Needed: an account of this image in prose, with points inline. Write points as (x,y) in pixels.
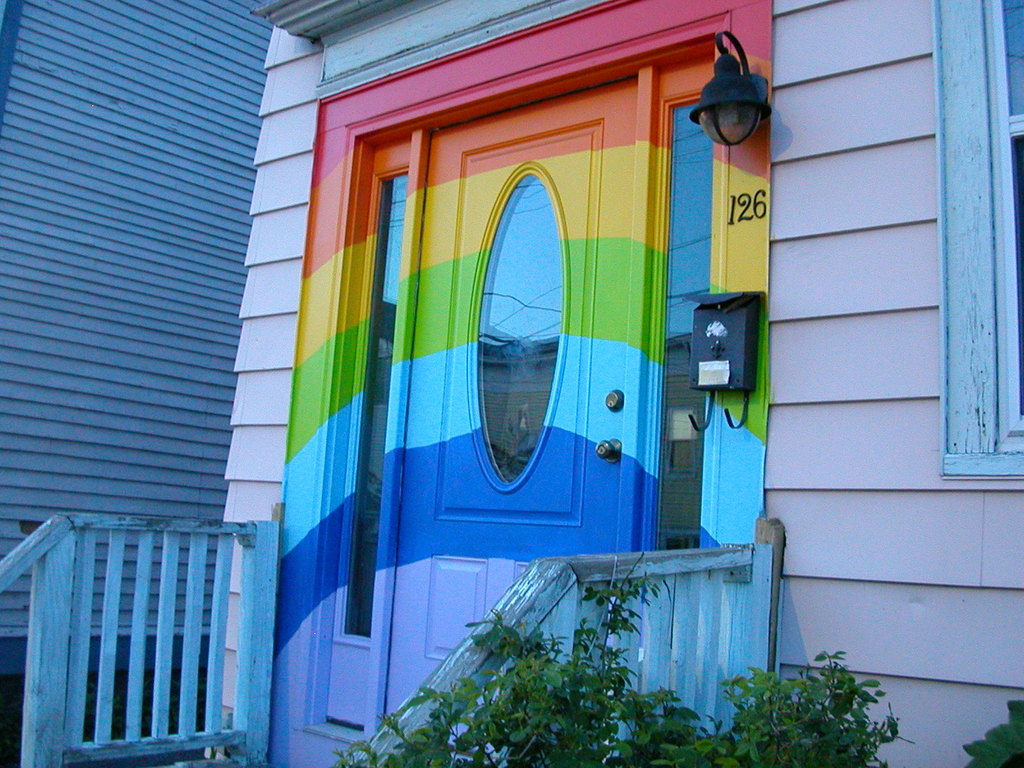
In the image there is a door (557,199) and in front of the door (594,476) there are two railings (128,527) and on the right side of the image (989,228) there is a window (989,228).
